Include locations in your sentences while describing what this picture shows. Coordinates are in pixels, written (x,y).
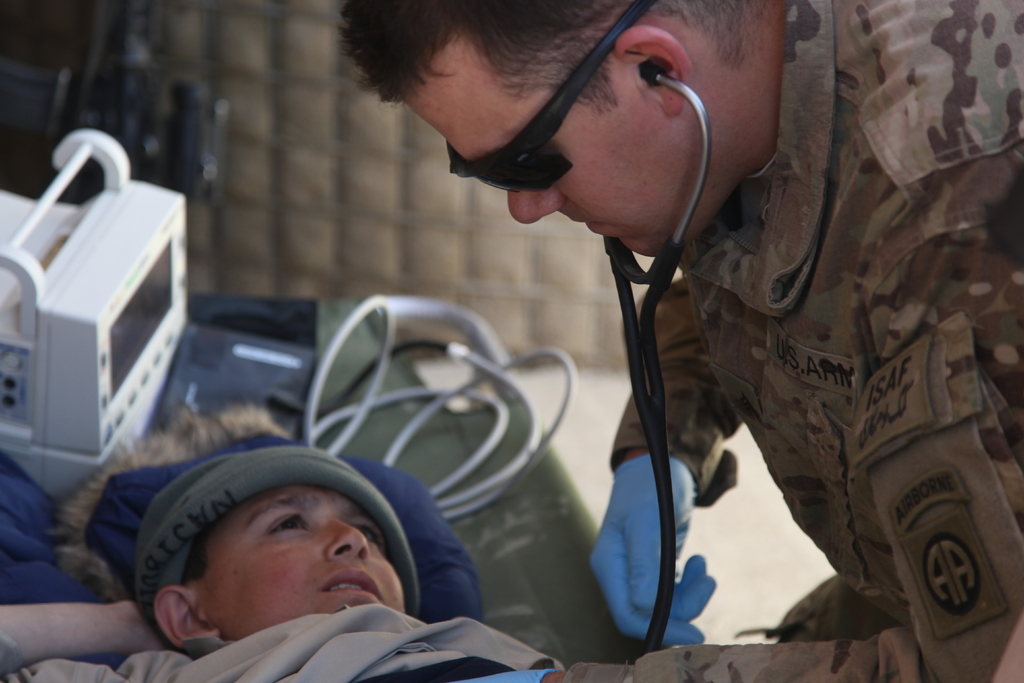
In this image we can see two persons (764,343). There is a person (355,580) lying on the table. There are few objects (215,390) placed on the table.
